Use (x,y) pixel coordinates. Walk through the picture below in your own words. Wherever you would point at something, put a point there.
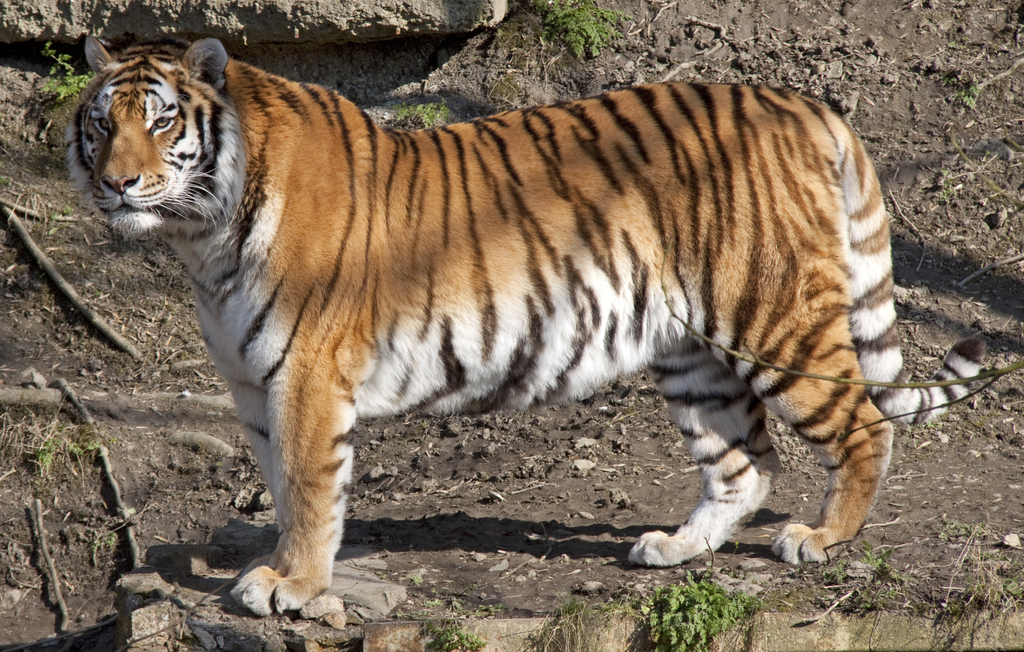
In this image we can see a tiger (492,185). We can also see the twigs (86,302), soil (663,509), grass (623,609) and also the rock (289,36).
